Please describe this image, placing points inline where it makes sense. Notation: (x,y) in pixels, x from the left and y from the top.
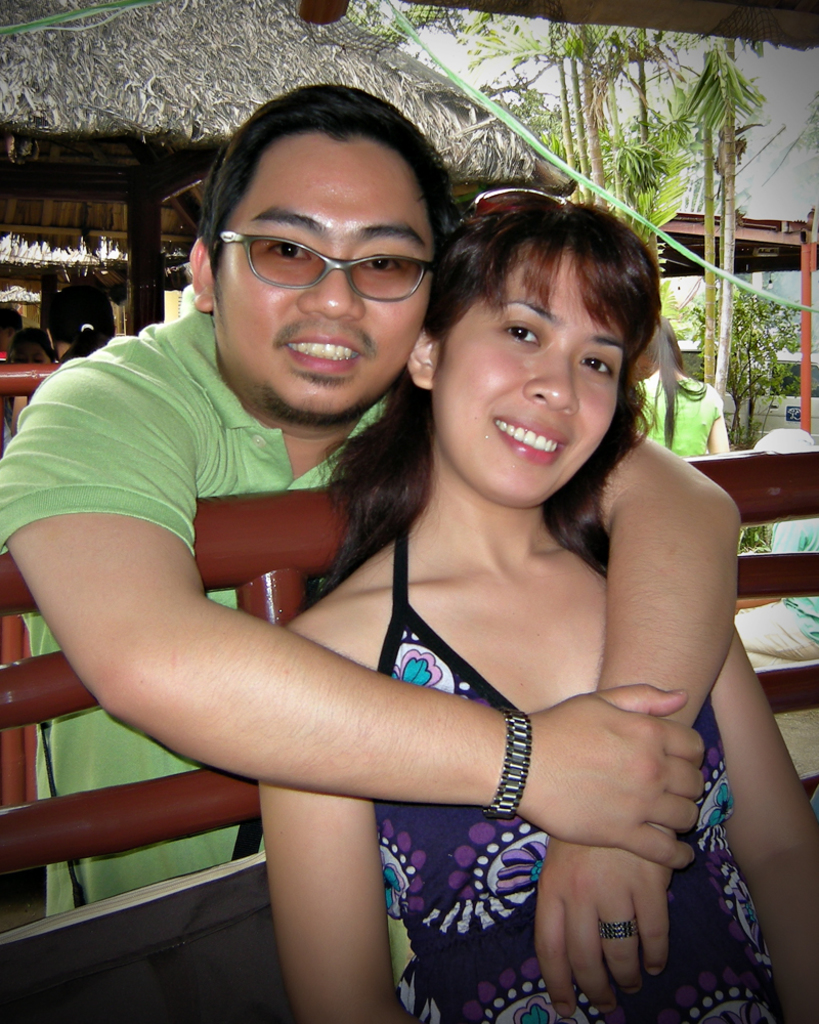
In this image I can see two people (424,673) with different color dresses (185,487). These people (202,388) are with the goggles (407,299). In the background (136,212) I can see few more people (693,447), plants (737,442), hut (283,72) and the sky (785,143).
